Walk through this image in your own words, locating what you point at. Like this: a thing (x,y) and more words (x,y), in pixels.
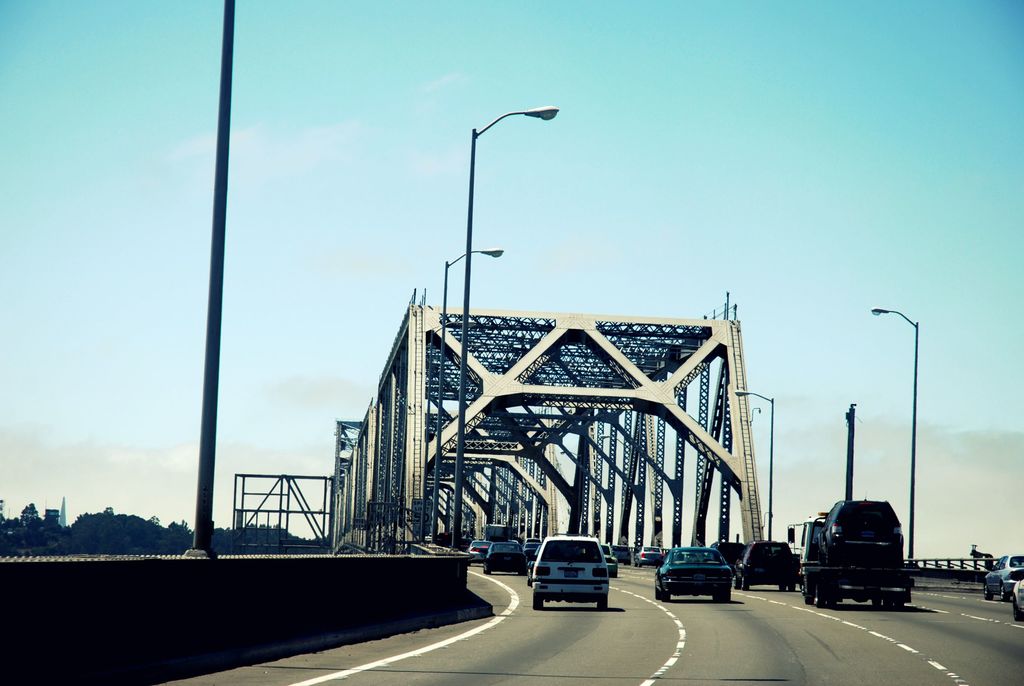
In this image, there are a few vehicles (896,541), poles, metallic arches (430,330). We can see the ground (743,679). We can also see the wall (314,557) and the sky (606,285) with clouds (254,497). We can also see some objects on the left (247,508).
